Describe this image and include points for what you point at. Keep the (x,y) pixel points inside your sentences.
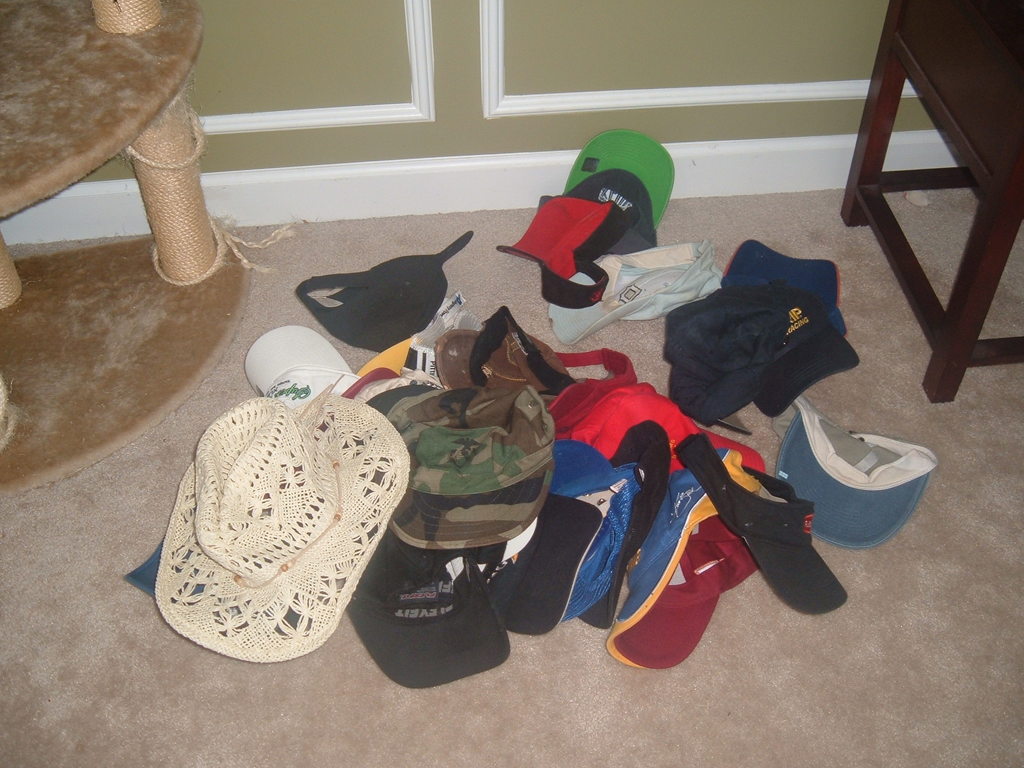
In this picture we can see a few caps (456,504) on the floor (487,263). There are tables (1014,193) and a carpet (194,332) on the floor (1020,282). A wall (231,205) is visible in the background (233,192).
